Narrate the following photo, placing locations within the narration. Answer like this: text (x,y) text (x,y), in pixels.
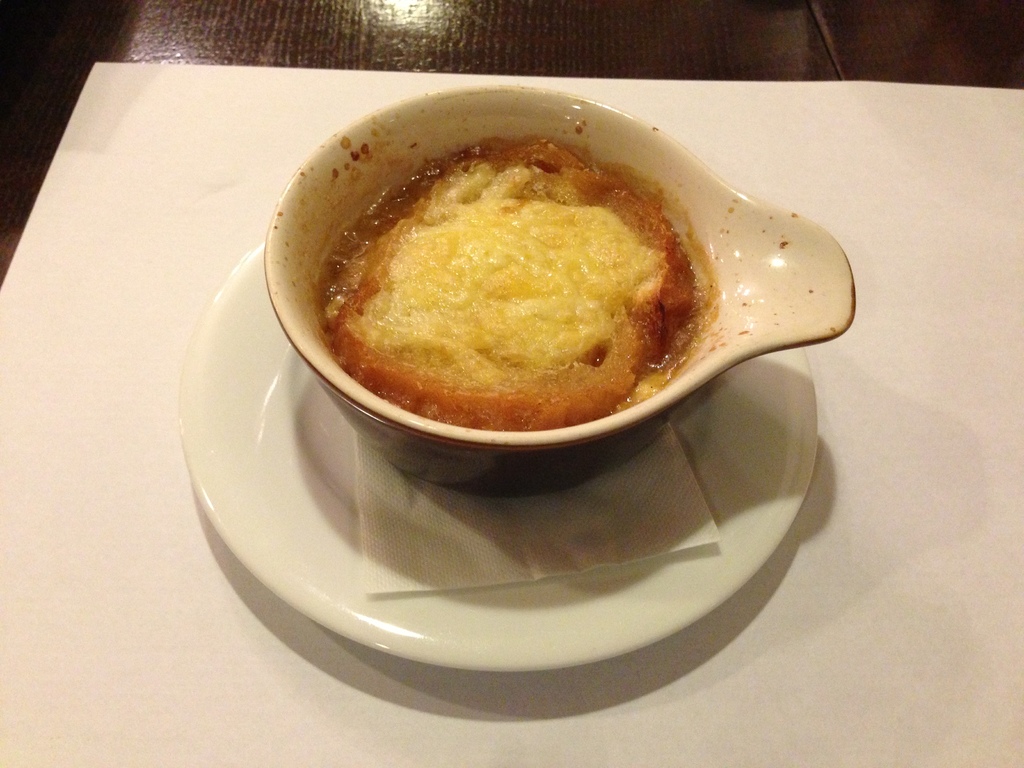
In this picture we can see cup (462,437) with food (551,384), plate (271,491) and tissue paper (447,536) on the table (903,303) and we can see table (806,35).
